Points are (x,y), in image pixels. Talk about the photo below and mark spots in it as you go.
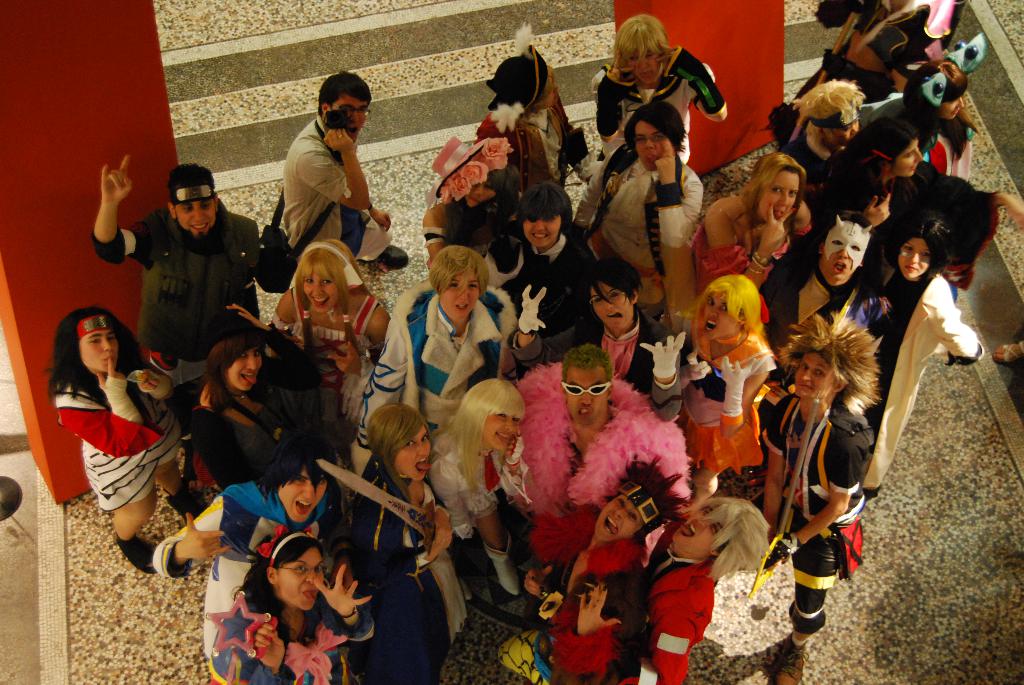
In this image at the bottom (423,560) there are few people (110,390) who are standing and some of them are wearing some costumes (470,341) like glasses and hats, in the background (176,153) there are two boards (714,35). At the bottom (924,491) there is a floor (910,511).
